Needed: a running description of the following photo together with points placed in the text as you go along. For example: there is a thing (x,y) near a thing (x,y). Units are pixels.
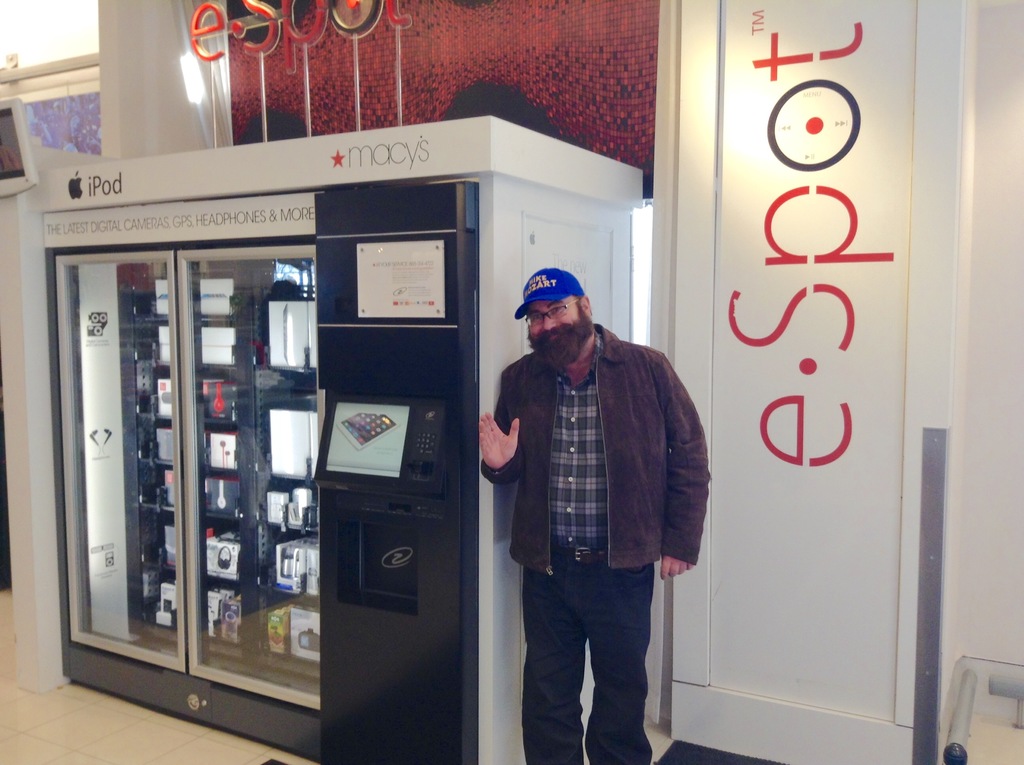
In the foreground (661,481) I can see a person (680,484) is standing on the floor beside a cupboard (258,561). In the background (773,517) I can see a wall (790,481) and a board (732,149). This image is taken may be in a hall (168,578).
